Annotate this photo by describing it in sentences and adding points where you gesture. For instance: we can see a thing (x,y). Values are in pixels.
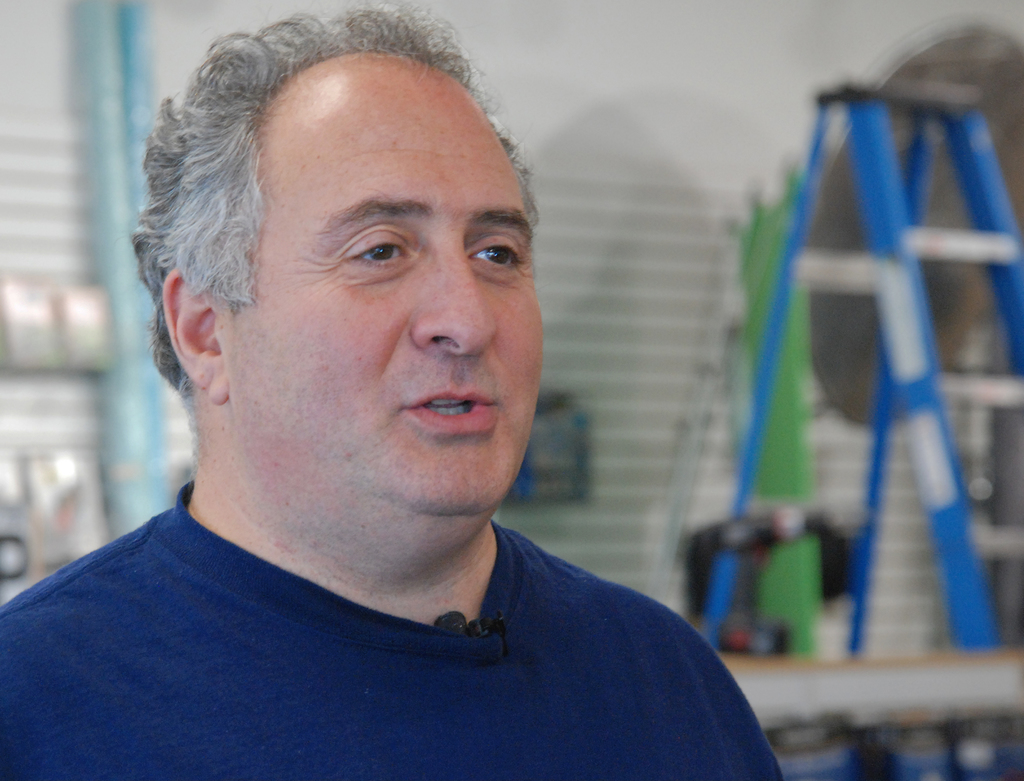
In this image there is a person (261,629) sitting, in the background (689,33) it is blurred.
